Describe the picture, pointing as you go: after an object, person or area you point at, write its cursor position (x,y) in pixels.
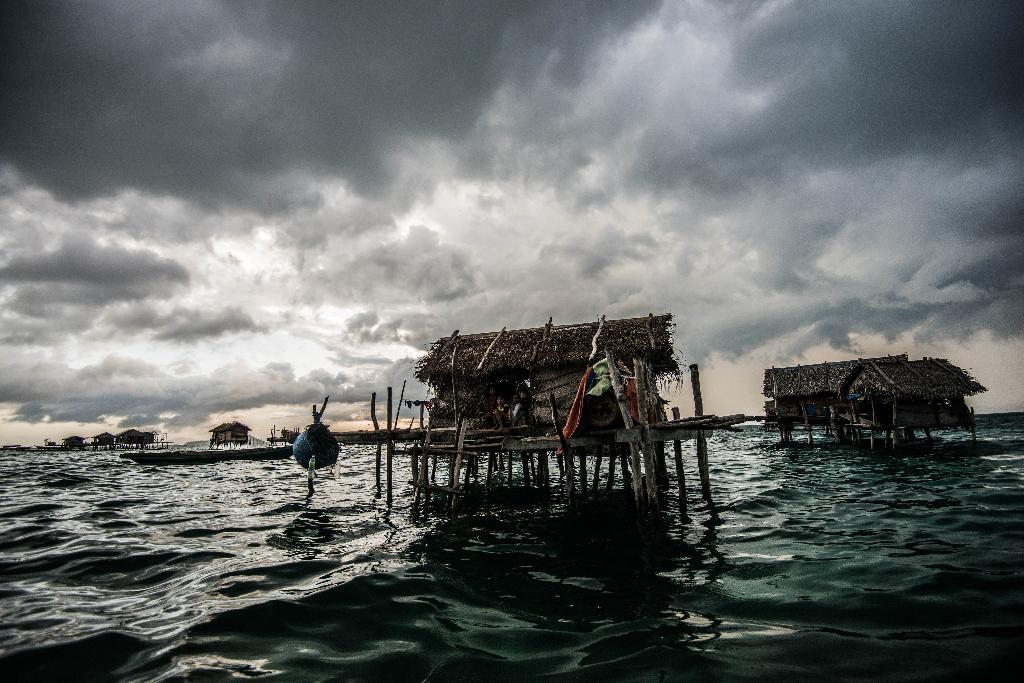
In this image I can see the water (509,644) and in the middle of the water (960,427) I can see few huts (955,415), background (868,180) the sky (644,157) is in white and gray color.
